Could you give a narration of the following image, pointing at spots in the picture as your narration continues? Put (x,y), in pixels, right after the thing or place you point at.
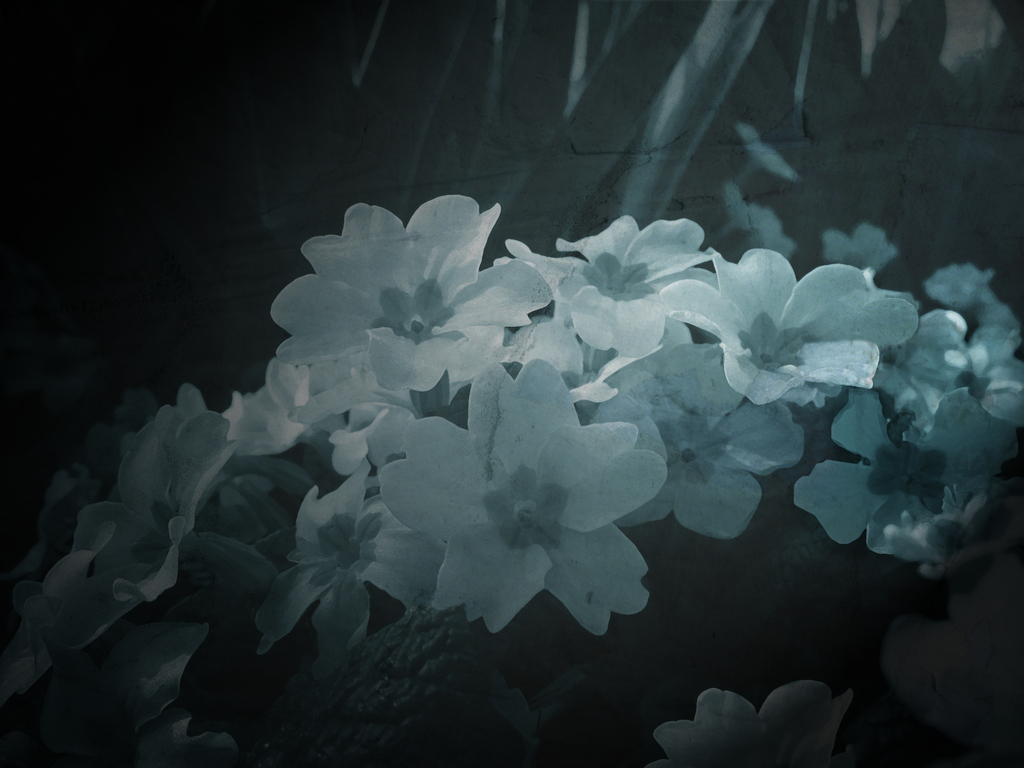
As we can see in the image there are white color flowers (648,461). The image is little dark.
